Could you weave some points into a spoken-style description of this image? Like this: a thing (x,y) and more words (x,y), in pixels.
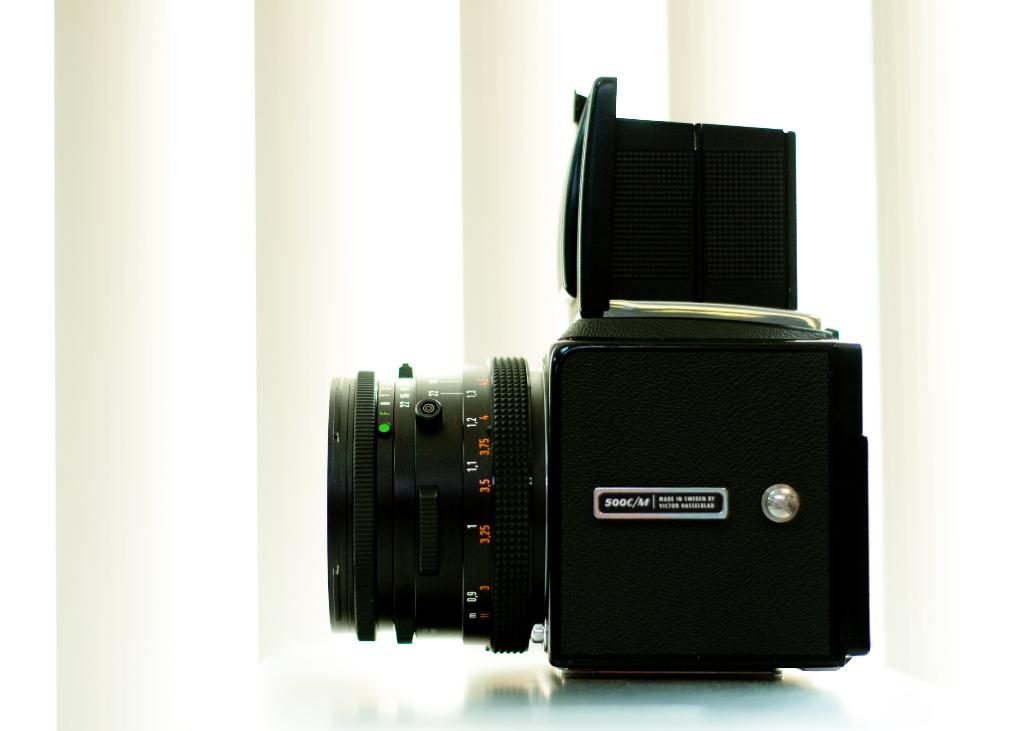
Here we can see a camera (508,603) on a platform (494,690) and there is a white background (224,95).
